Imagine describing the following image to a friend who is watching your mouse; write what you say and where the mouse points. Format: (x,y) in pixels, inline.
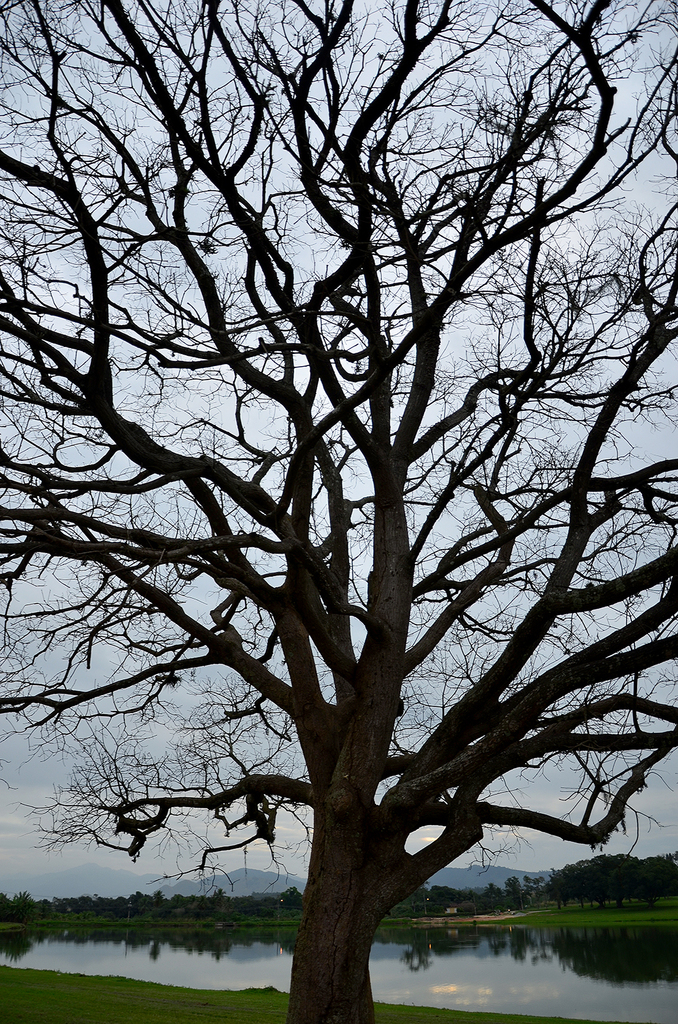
In the center of the image (339,624) there is a tree (443,795). At the bottom (57,950) there is a pond (224,957). In the background (165,892) we can see hills (214,884) and sky (136,795).
